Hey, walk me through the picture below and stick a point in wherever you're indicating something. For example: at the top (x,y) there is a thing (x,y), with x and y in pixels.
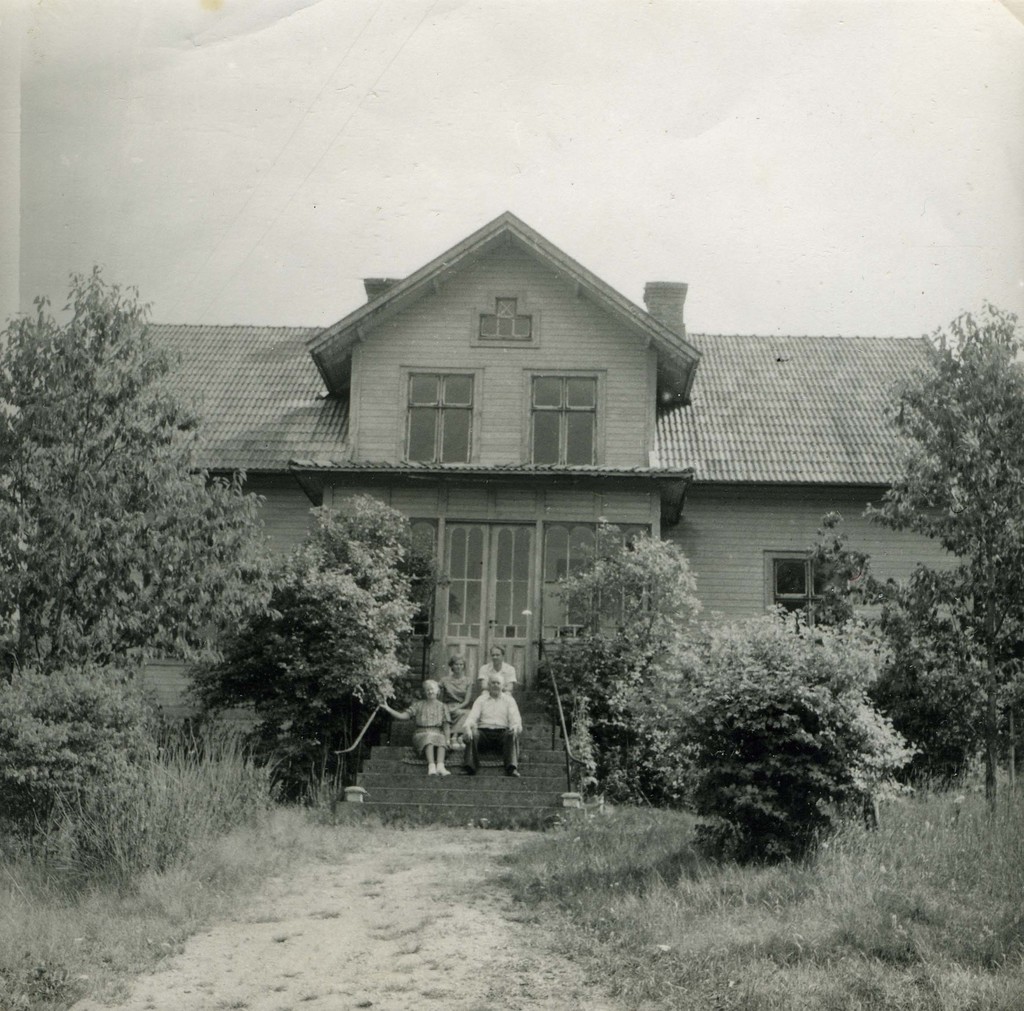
This is a black and white image. Here we can see path (325,928) and to either side we can see plants (215,795), grass (47,885) and trees (193,606). There is a house (452,417) and we can see windows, doors (511,655) and two men (509,692) and two women (468,702) are sitting on the steps (409,764) in front of the house (473,491). In the background (738,1) there are clouds (838,147) in the sky (738,1).
